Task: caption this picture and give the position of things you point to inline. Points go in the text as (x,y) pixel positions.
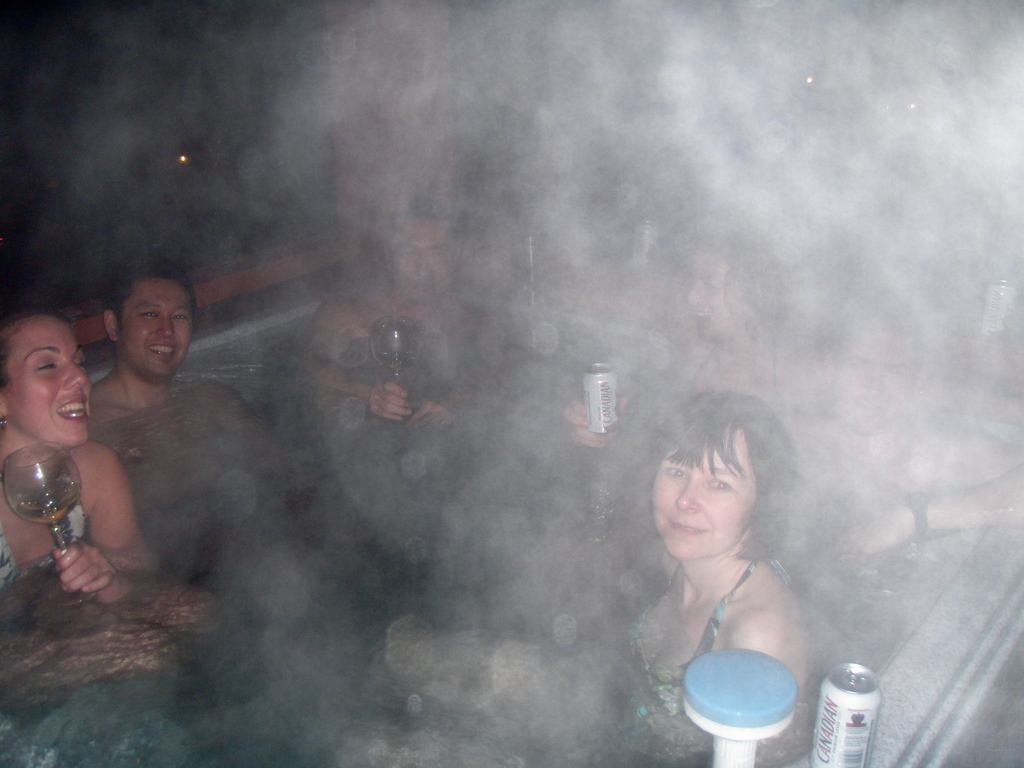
In this picture I can see few people (759,567) seated in the spa pool (261,383), Few of them holding wine glasses (406,355) and a woman (716,402) holding a can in her hand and i can see another can (835,726) on the side of the pool (978,695) and I can see smoke (518,144) from the water (33,583).
